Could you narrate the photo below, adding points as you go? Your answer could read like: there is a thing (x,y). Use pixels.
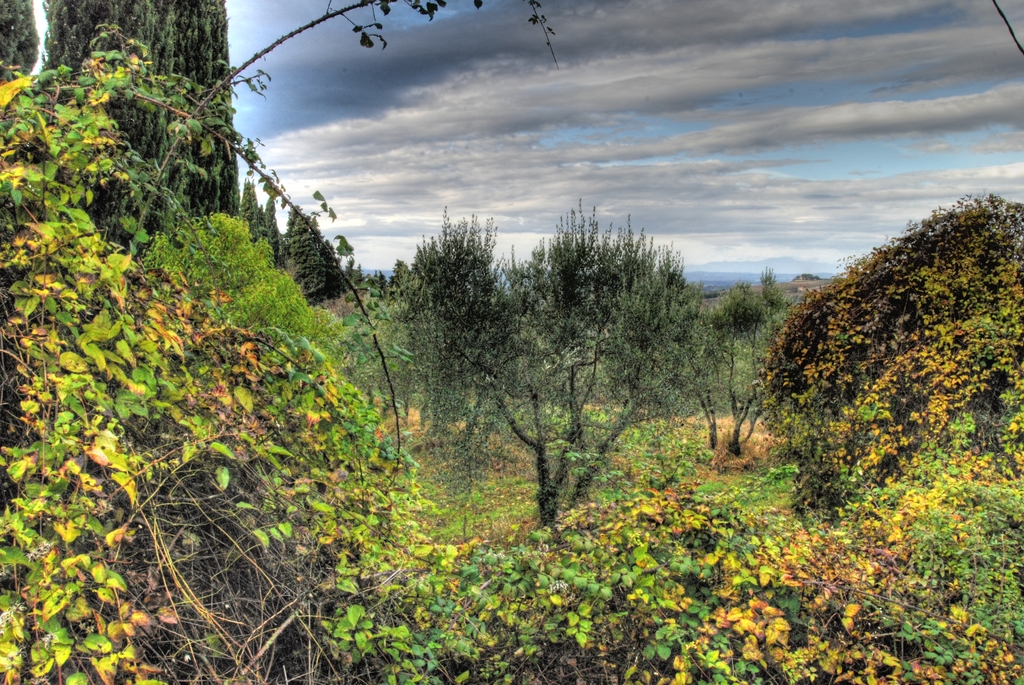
There are many trees (533,394) and creepers (638,558). In the background (554,138) there is sky (598,154) with clouds (694,172).
